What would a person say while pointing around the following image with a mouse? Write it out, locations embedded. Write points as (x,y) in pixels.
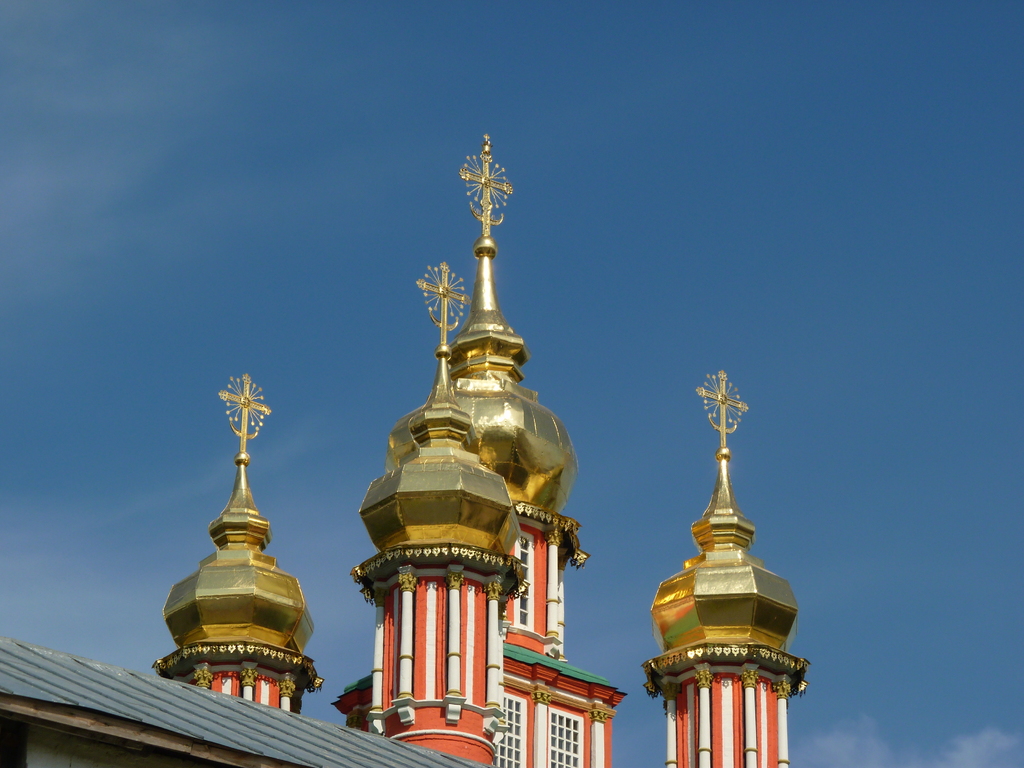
In this picture I can see there is a church (412,706) and it has towers (662,688), there are four of them and it has a golden color polish (272,638) on it. There are windows (571,763) and the sky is clear.
